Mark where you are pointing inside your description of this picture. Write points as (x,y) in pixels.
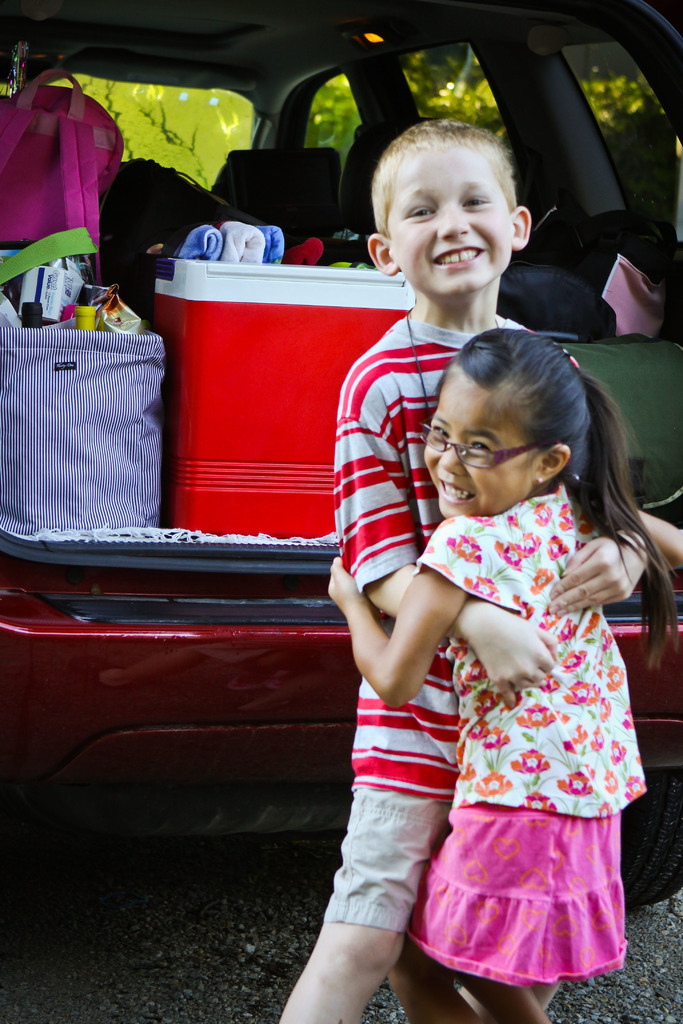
To the right side of the image (516,583) there is a girl (543,567) with white floral shirt (572,739) and pink skirt (547,906) is standing on the road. She is hugging the boy (393,416) with grey and red lines t-shirt (384,432). Behind them there is a red car (240,723) with red basket (230,323), pink bag (56,151) and few other items (105,301) in it.
